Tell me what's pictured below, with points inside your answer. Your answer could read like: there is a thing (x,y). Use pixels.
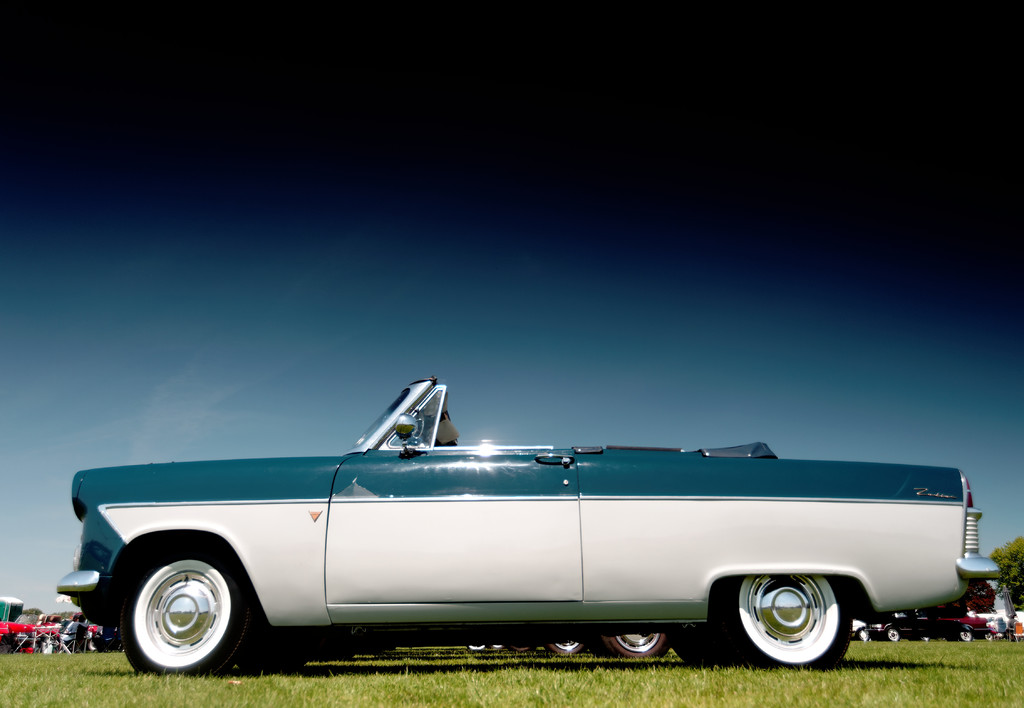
In this image I can see many vehicles (615,636) on the grass (635,666). To the side I can see few people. In the background (575,426) I can see many trees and the sky (387,324).
